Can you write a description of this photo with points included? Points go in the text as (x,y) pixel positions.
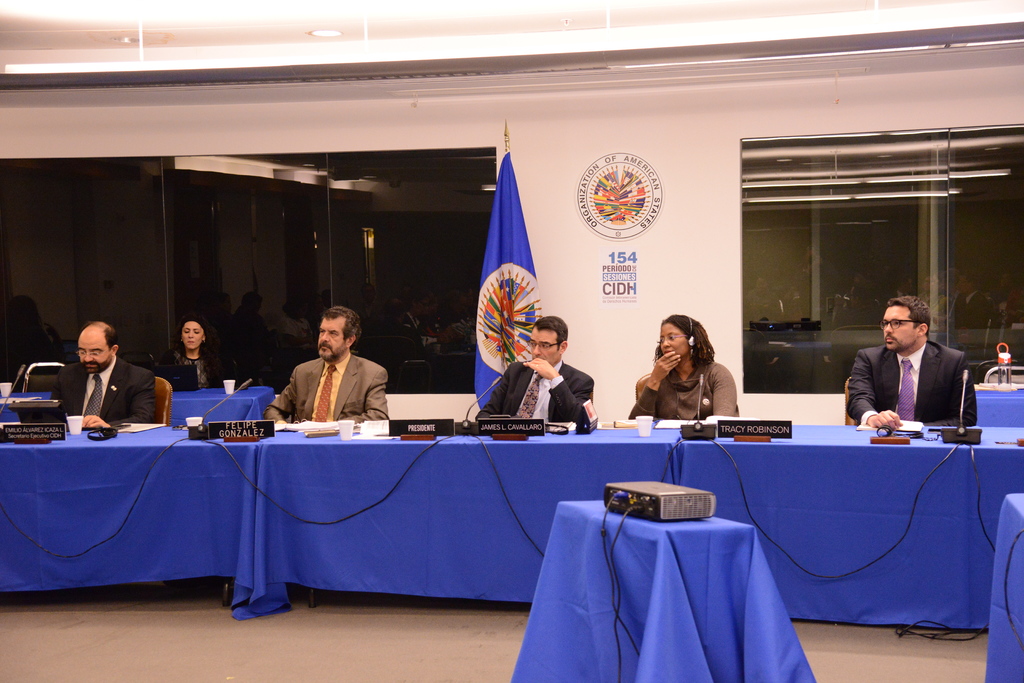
The image is taken in the room (547,316). There are tables (689,447) and there are people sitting around the tables (437,502). In the center of the image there is a projector (637,515) which is placed on the stand (660,592). There are glasses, papers (382,431), cups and mic's (958,433) placed on the table (791,445). In the background (791,202) there is a flag (517,251) and windows (825,271).
